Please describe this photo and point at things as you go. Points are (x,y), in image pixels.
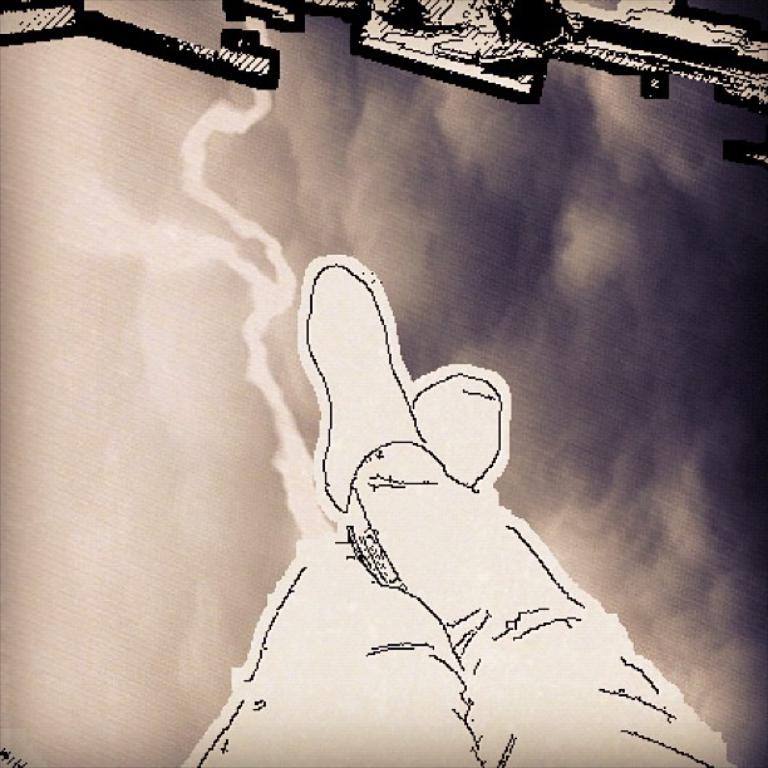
This is an image with collage. In this image we can see the legs (331,392) of a person (327,379).
